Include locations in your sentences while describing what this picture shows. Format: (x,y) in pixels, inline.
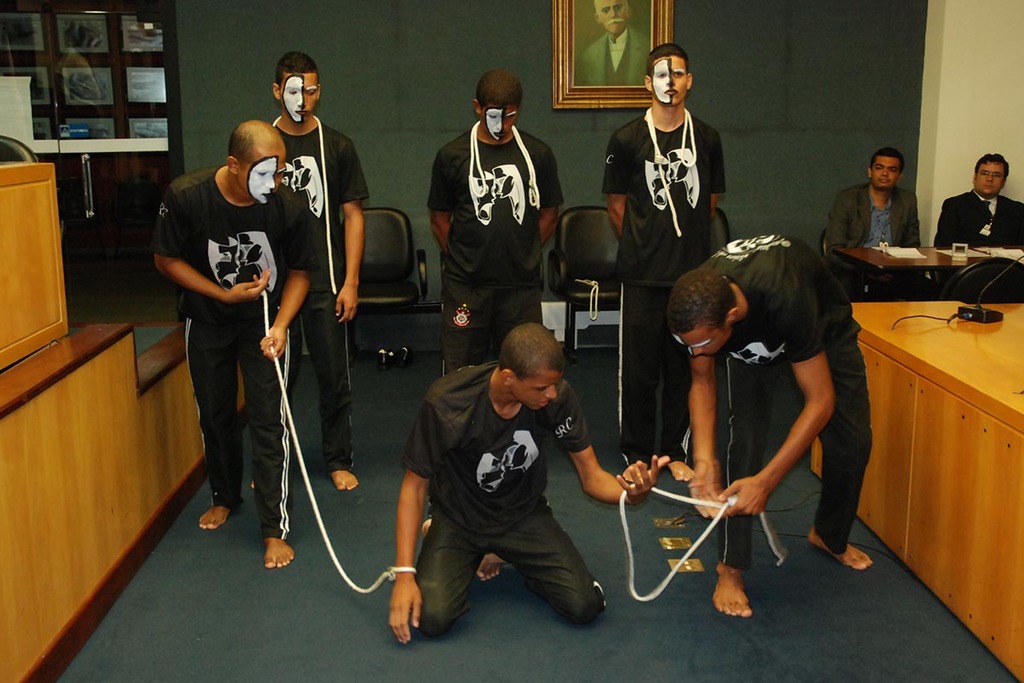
In this image there are group of persons (323,221) standing, sitting and squatting. In the background (495,62) there is a frame (620,37) on the wall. On the left side (101,121) there is a door (87,143) and on the right side (935,345) there is a table (946,333) and on the table (942,346) there is a mic (982,309) which is black in colour. There are two persons (878,218) sitting and in front of the persons (942,218) there are papers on the table (973,263).
